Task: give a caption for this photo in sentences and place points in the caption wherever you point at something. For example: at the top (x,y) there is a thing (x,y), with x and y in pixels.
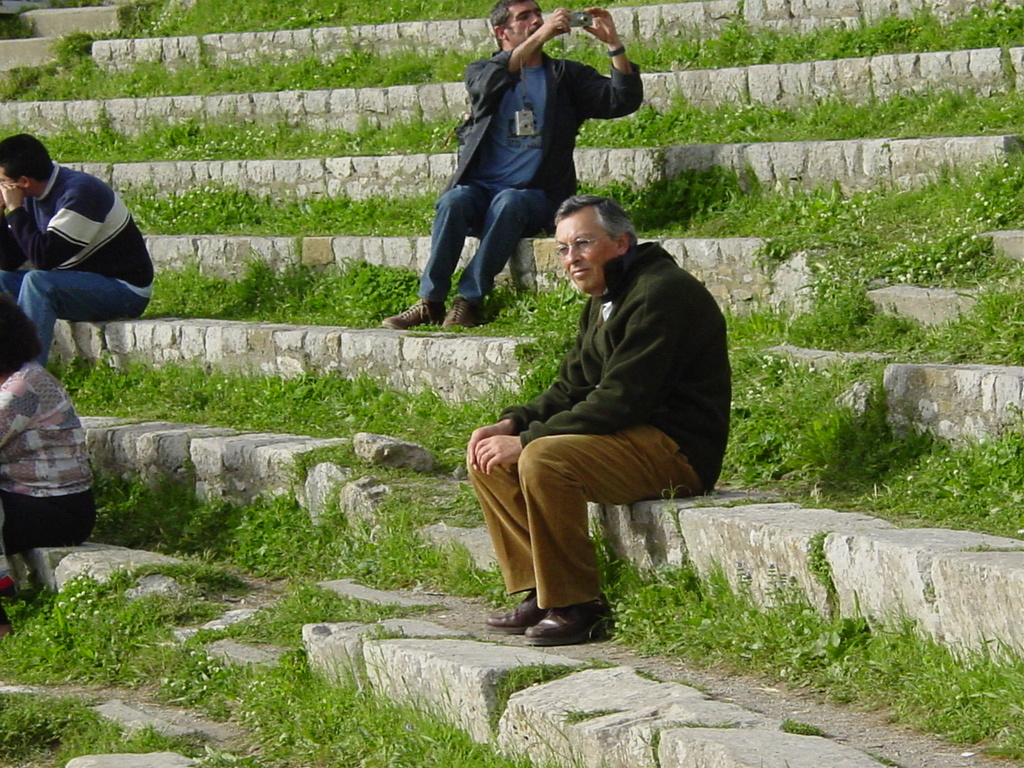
In this picture we can see four people (662,341) sitting on steps (156,433) and a man (507,198) holding a camera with his hands (598,13) and in the background (195,82) we can see plants (180,131).
